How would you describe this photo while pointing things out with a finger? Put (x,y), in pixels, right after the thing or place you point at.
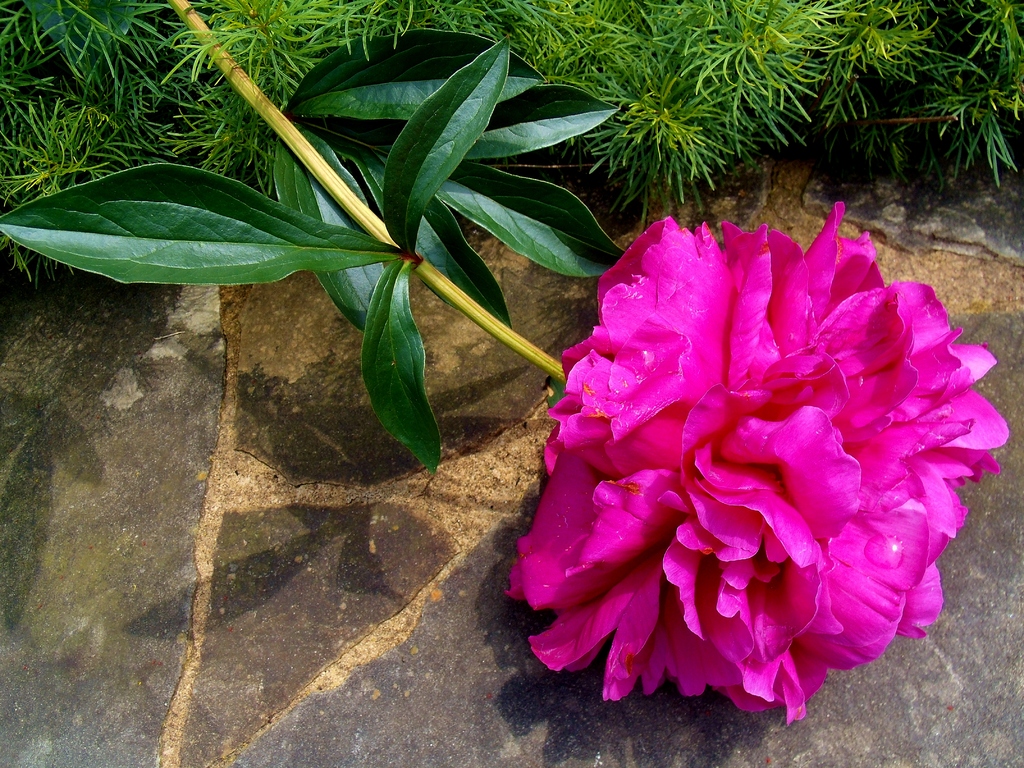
In the center of the image (662,312) there is a flower (625,312) with leaves (292,156). In the background of the image (578,78) there is grass (658,56). At the bottom of the image (274,656) there is floor (340,672).
